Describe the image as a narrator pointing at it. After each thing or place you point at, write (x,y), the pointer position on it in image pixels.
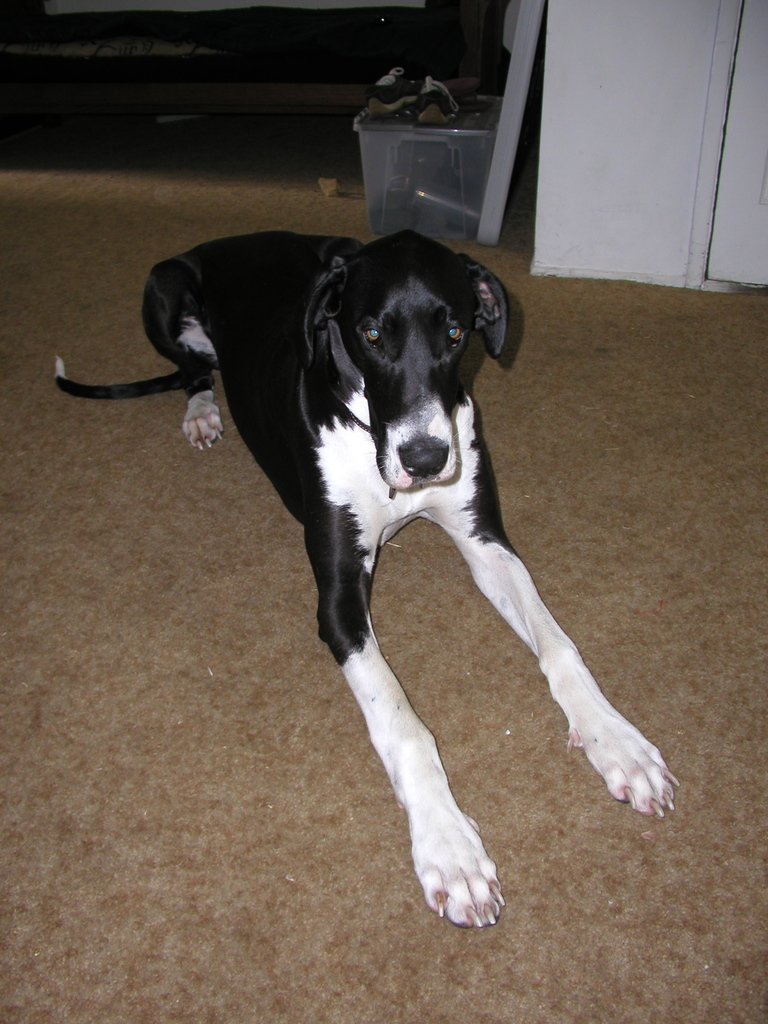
In this picture we can see a dog (172,347) on the floor (621,378) and in the background (425,184) we can see a box (442,156), wall (579,45) and some objects (377,83).
